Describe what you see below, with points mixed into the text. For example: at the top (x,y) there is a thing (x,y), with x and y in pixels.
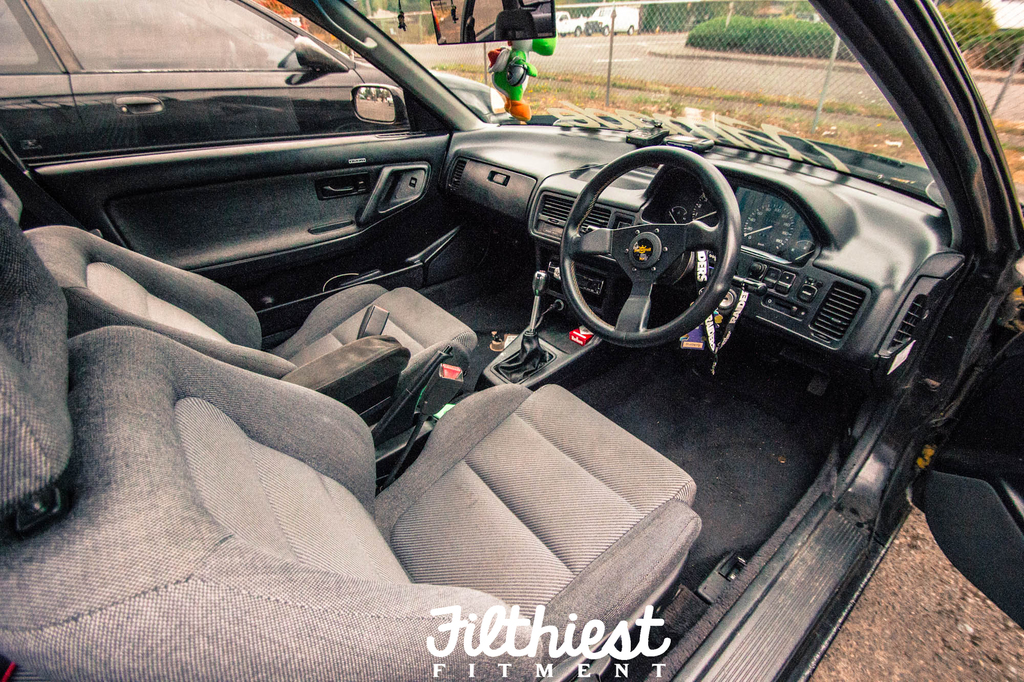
In this image I can see the interior of the car (409,490) in which I can see two seats (305,341), the gear rod (536,296), the steering (666,250), the dashboard (606,199), the window (190,51) and the windshield (626,67). I can see few vehicles (206,63), the road (619,54), few plants (723,39) and the metal fencing (612,73) in the background (634,41).
